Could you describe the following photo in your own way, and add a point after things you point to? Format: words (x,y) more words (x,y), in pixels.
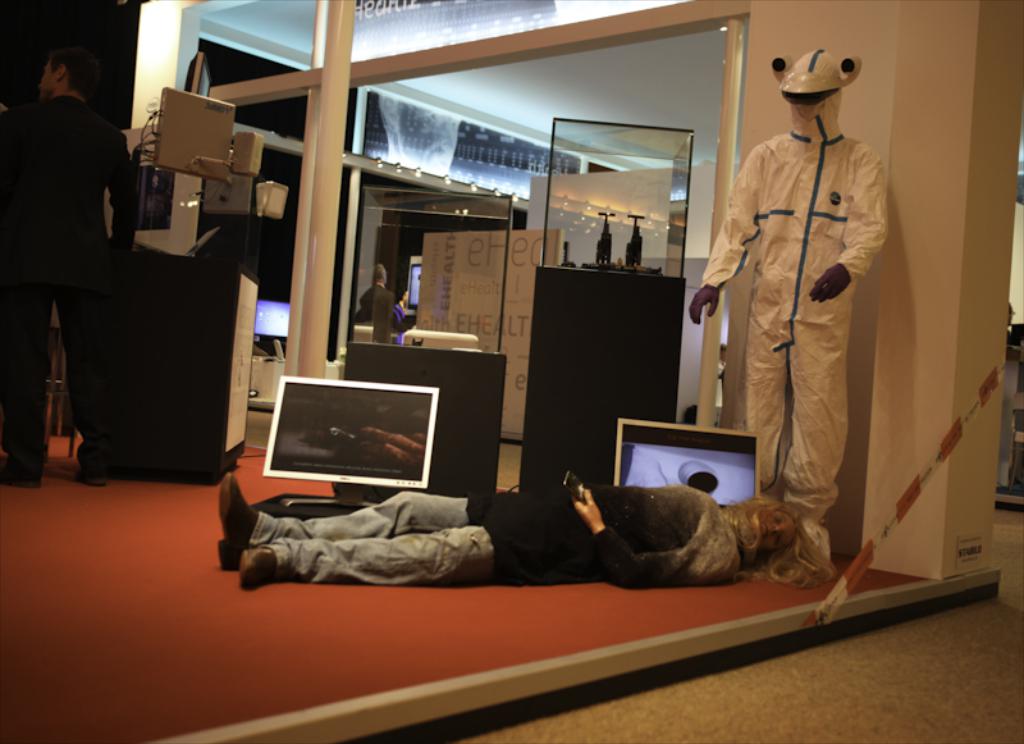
In this image I can see the person (426,539) is lying and I can also see few people (771,234) at the back (767,261). In the background (394,283) I can see few systems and few glass objects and the wall (791,32) is in white color.
